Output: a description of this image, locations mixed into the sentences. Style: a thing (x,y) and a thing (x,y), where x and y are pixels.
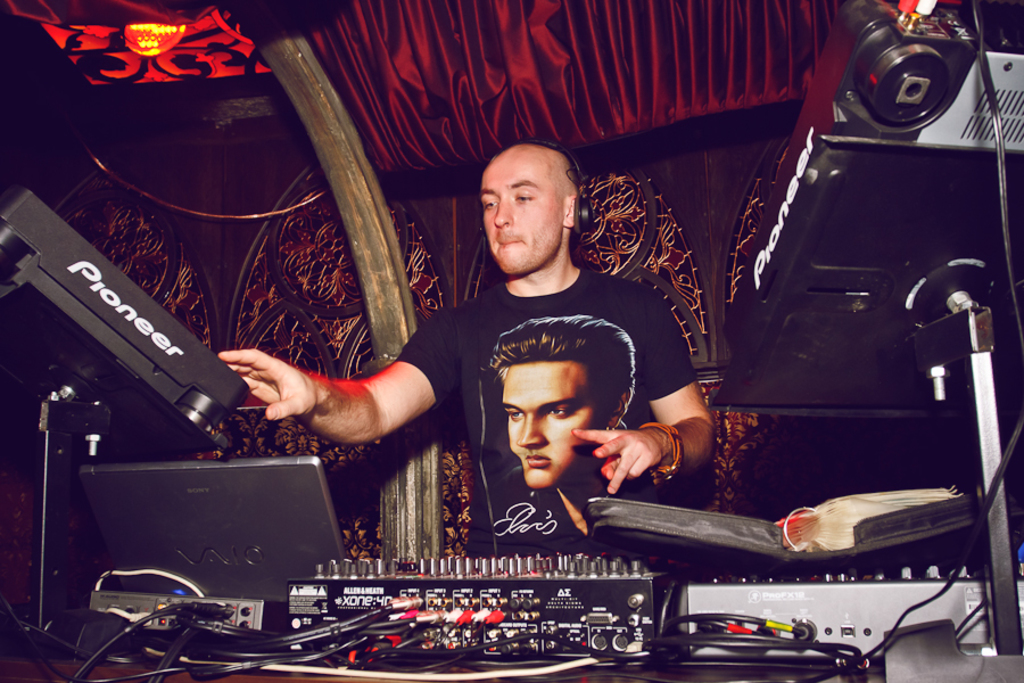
In this image there is a person (481,365) standing and wearing a headset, in front of him there are few objects (944,279), laptop (290,531) and a book (806,536). In the background (85,218) there is a wall (403,218) and curtains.
